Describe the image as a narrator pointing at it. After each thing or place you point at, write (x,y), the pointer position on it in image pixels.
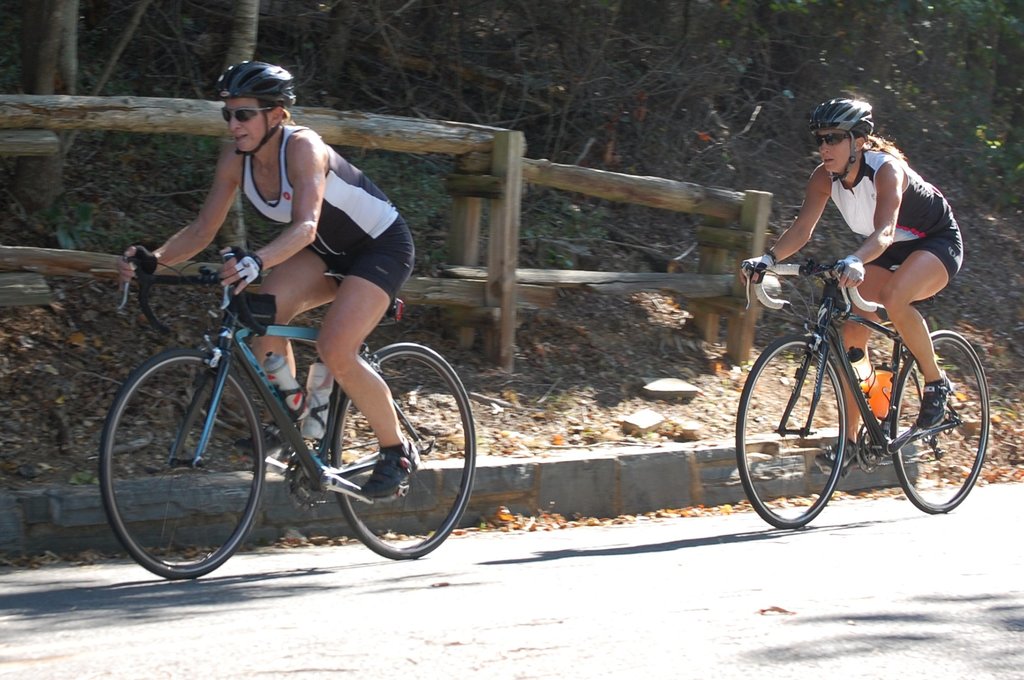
In this picture two women (943,279) are riding bicycle (809,265) on the road (722,526), in the background (794,98) we can see couple of trees (658,72).
